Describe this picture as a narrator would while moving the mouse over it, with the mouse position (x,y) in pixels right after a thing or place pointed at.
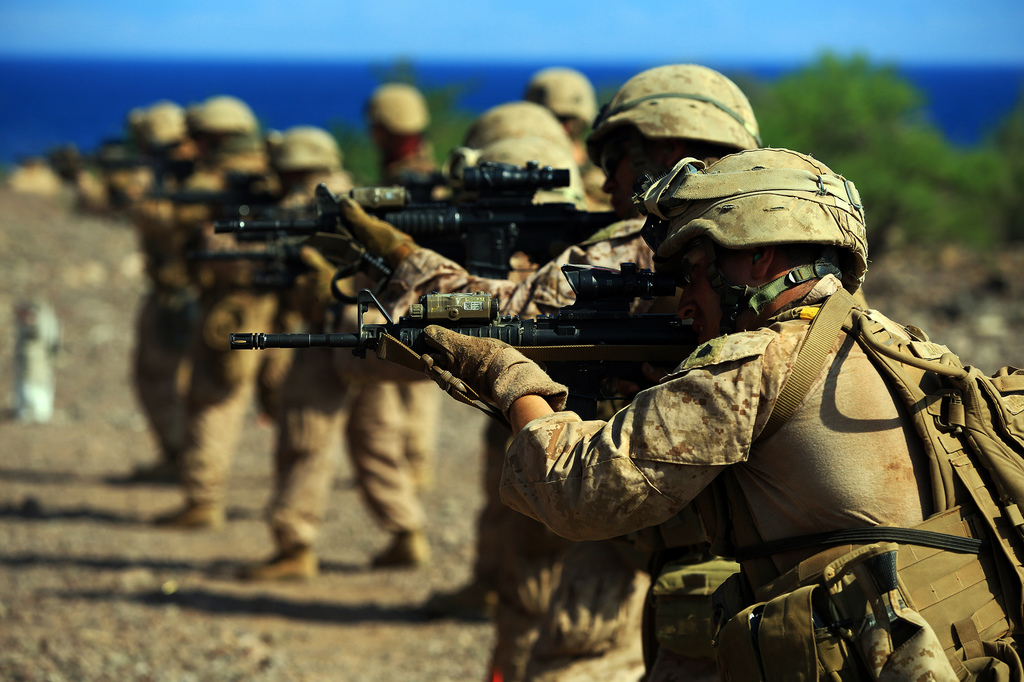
In the center of the image (661,375) there are people (606,675) holding gun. In the background of the image (318,120) there is water (210,81) and trees (920,119).
